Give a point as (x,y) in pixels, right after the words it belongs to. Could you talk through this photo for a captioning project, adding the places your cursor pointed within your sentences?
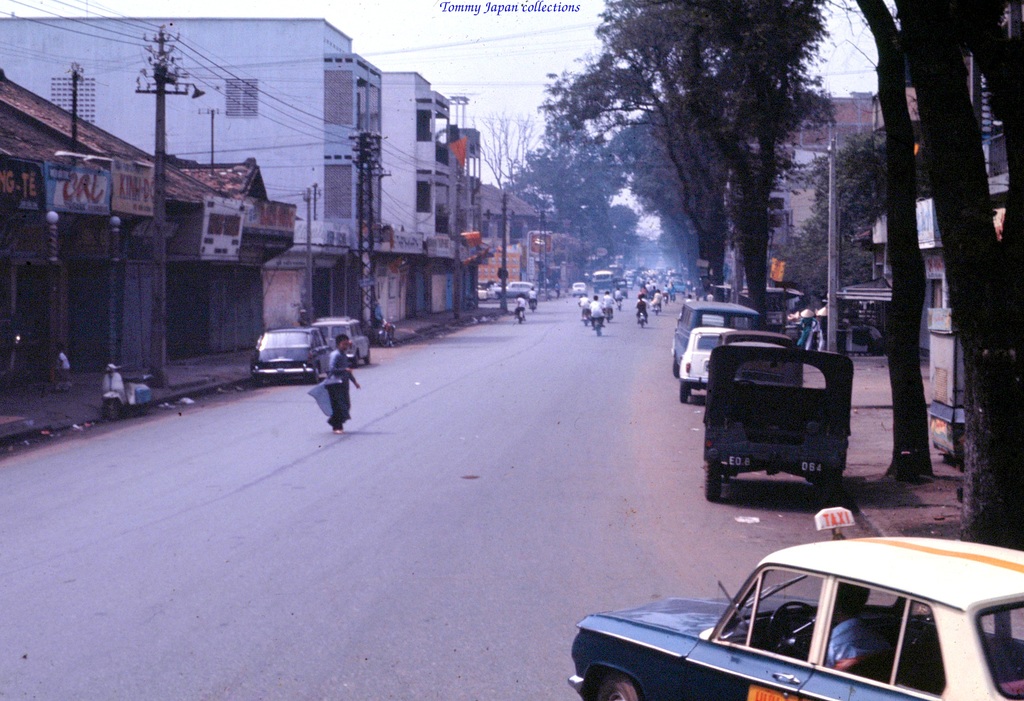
In this image we can see the view of a street (627,332). In the street (547,312) there are buildings (382,143), electric poles (158,285), electric cables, name boards (291,211), stalls (90,238), motor vehicles (726,664) on the road (488,472), persons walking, trees (842,187) and sky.
